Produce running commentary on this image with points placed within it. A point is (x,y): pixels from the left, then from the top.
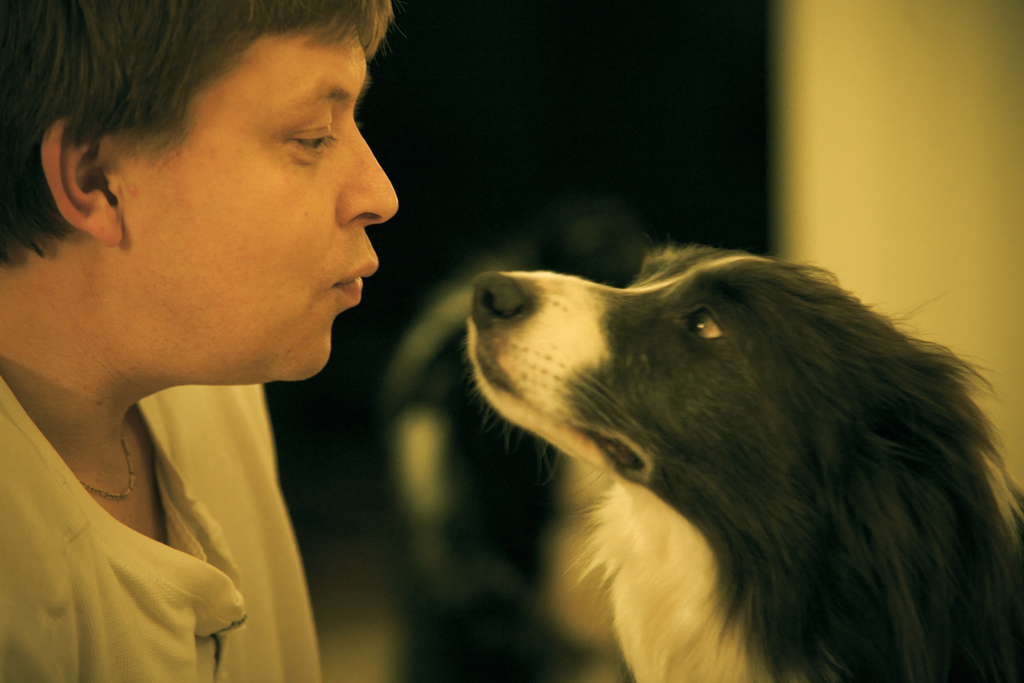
In this image we can see a person (186,422) and there is a dog (775,418). On the right (878,294) there is a pole (884,271).
